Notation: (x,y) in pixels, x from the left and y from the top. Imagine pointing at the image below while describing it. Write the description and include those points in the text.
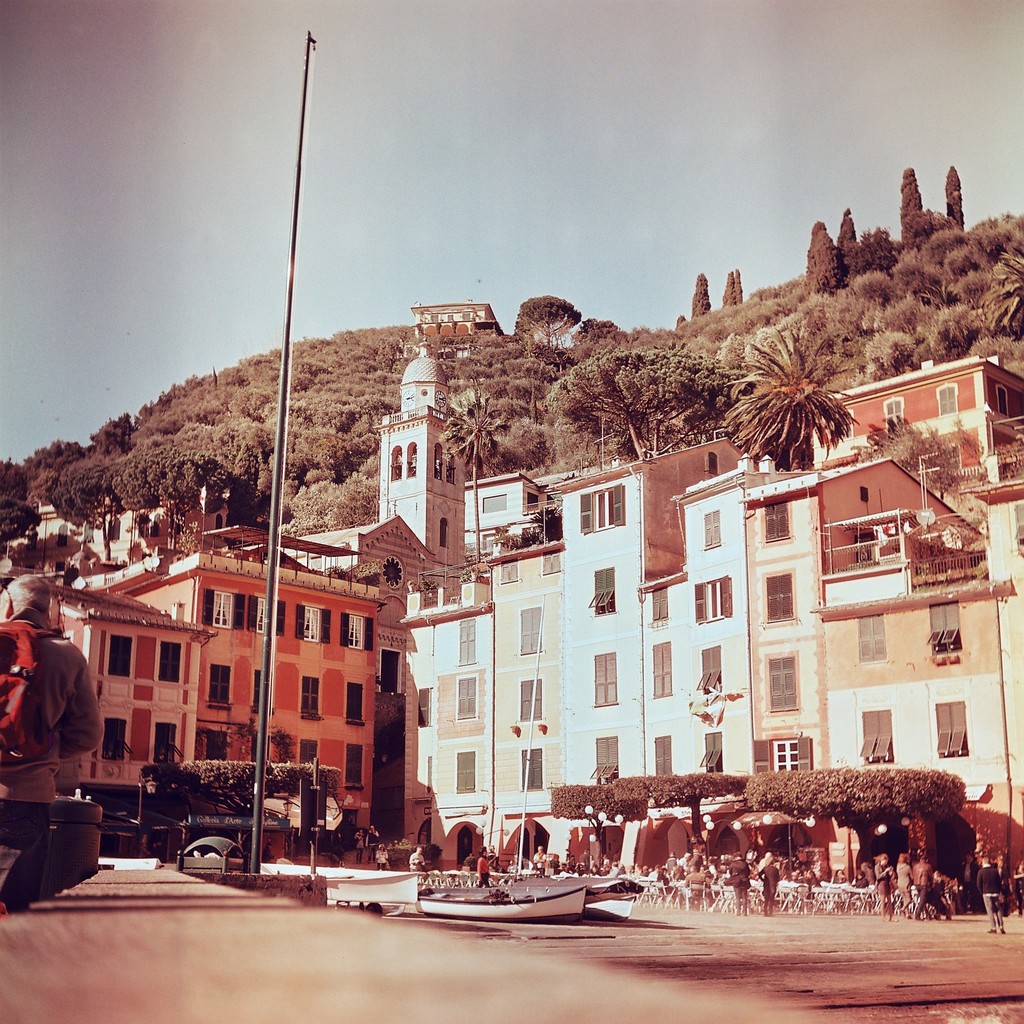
This is an edited image. At the bottom of the picture (644,942), we see the road (553,934). On the left side (68,647), we see a man (86,667) who is wearing a red backpack (11,695) is standing. In the middle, we see the poles (260,810), street lights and the people (697,851) are standing. Beside them, we see the tables (828,884) and chairs (791,890). We see the trees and the shrubs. There are trees (478,550) and the buildings (368,551) in the background (413,494). At the top (359,131), we see the sky (530,138).
